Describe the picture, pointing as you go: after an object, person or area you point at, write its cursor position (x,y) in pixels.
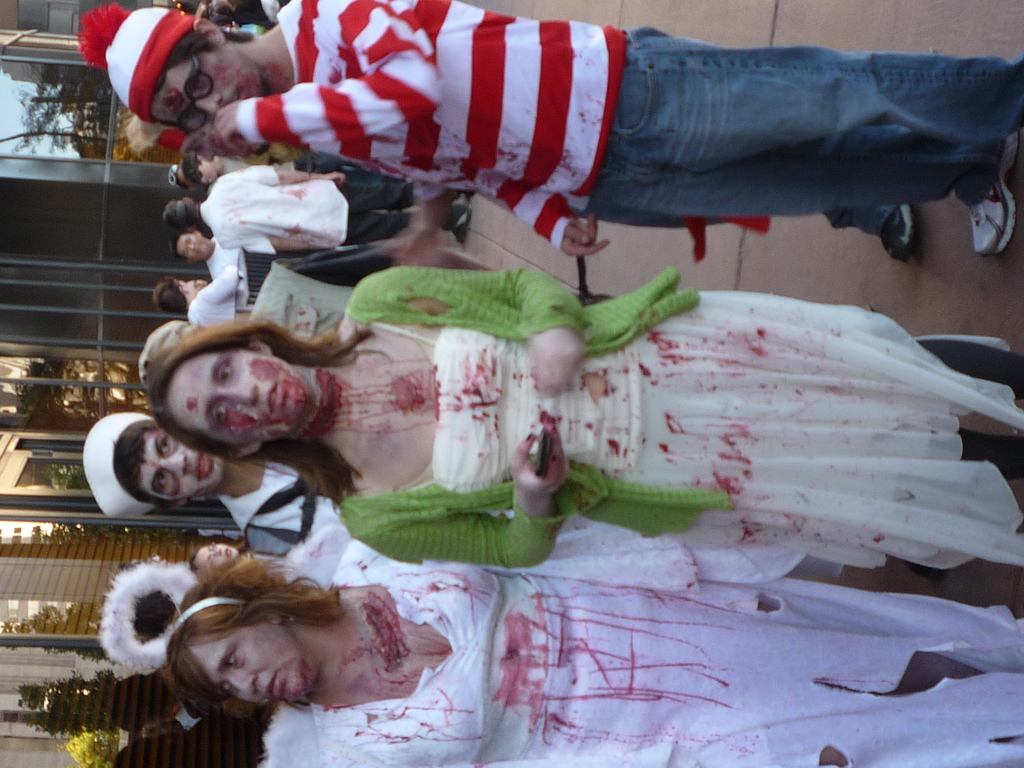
This picture is clicked outside. In the center (653,452) we can see the group of people (324,446) standing on the ground (535,263). In the background (54,102) there is a sky (21,108), trees (48,101) and buildings (76,243).
